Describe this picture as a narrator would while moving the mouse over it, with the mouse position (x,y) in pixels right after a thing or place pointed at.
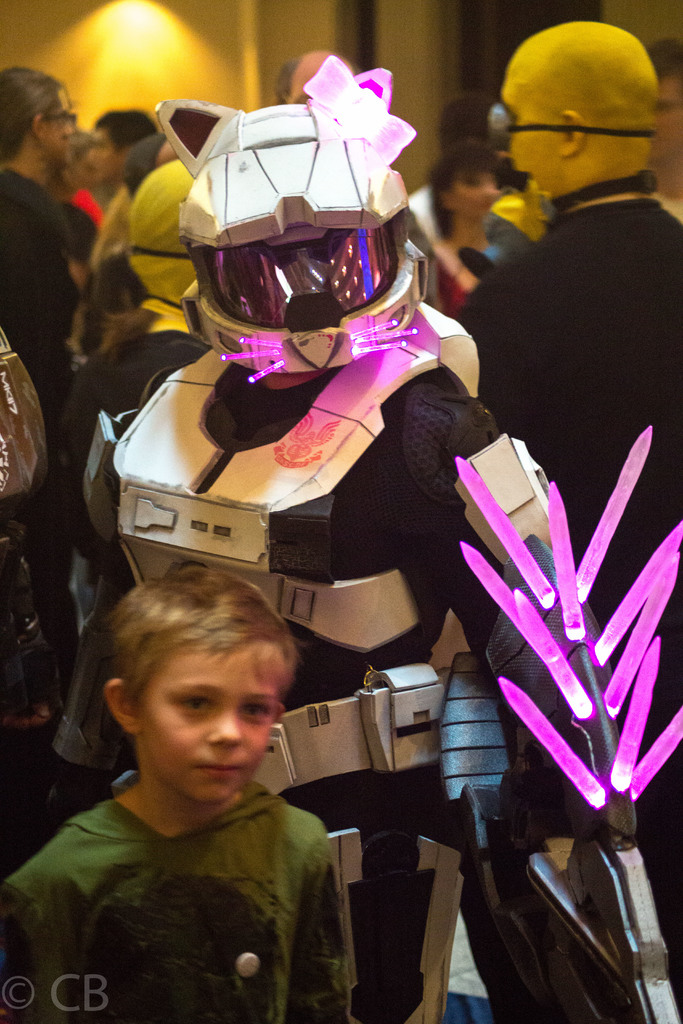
In this image, we can see a kid (164,836) standing, we can see a person (348,592) wearing a fancy dress (218,430), in the background (431,288) there are some people (596,340) standing, we can see the light (120,48).
